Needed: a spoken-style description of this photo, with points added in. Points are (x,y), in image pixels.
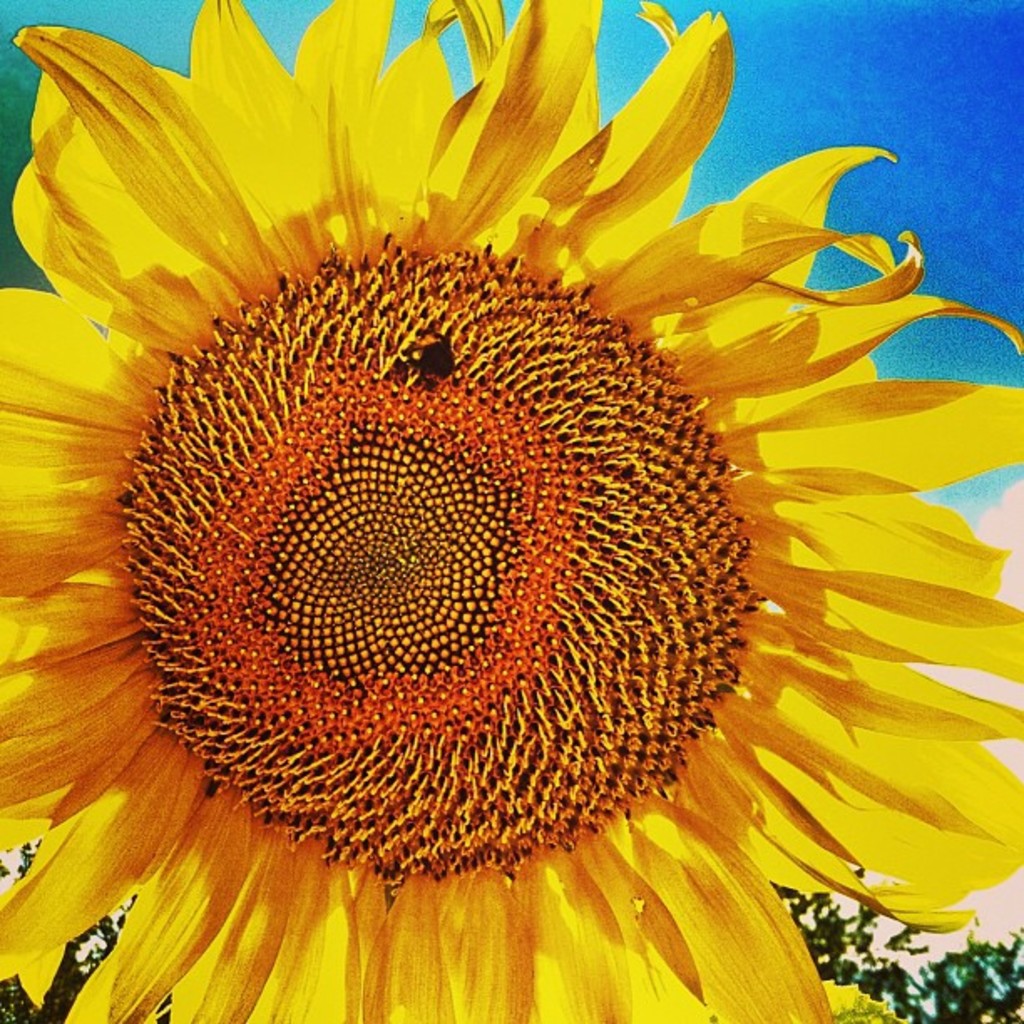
In this image there is sunflower (662,298), in the background (934,173) there is blue sky (959,223).
